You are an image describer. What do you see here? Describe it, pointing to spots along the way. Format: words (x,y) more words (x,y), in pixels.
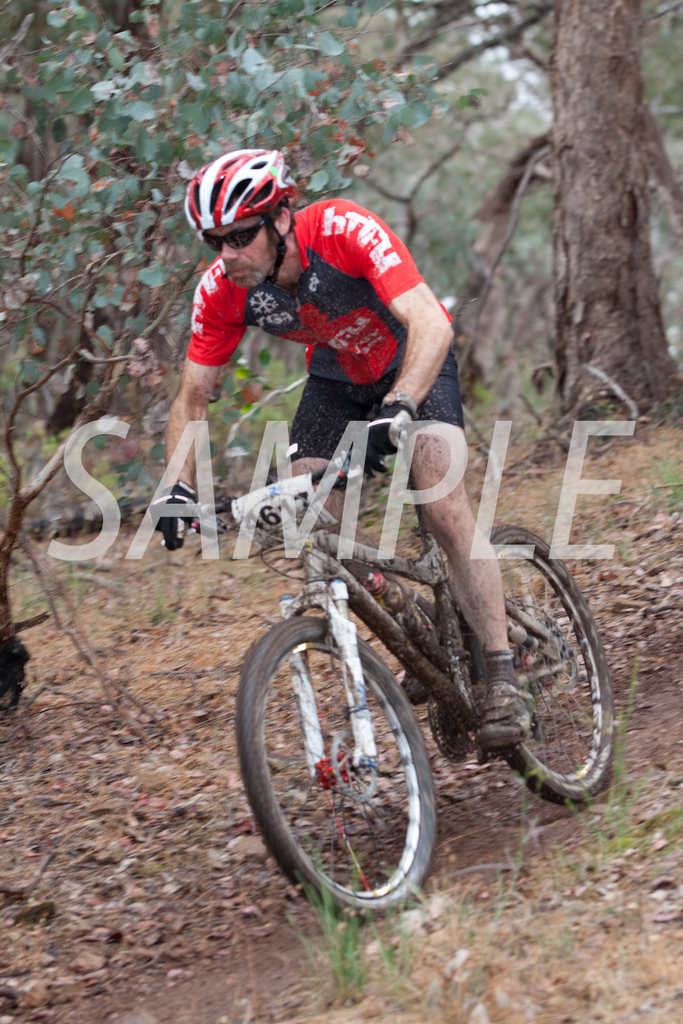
In the image we can see there is a man (472,618) who is sitting on a bicycle (371,657) and at the back (106,357) there are lot of trees (400,219) and the man (314,219) is wearing helmet (208,209).
